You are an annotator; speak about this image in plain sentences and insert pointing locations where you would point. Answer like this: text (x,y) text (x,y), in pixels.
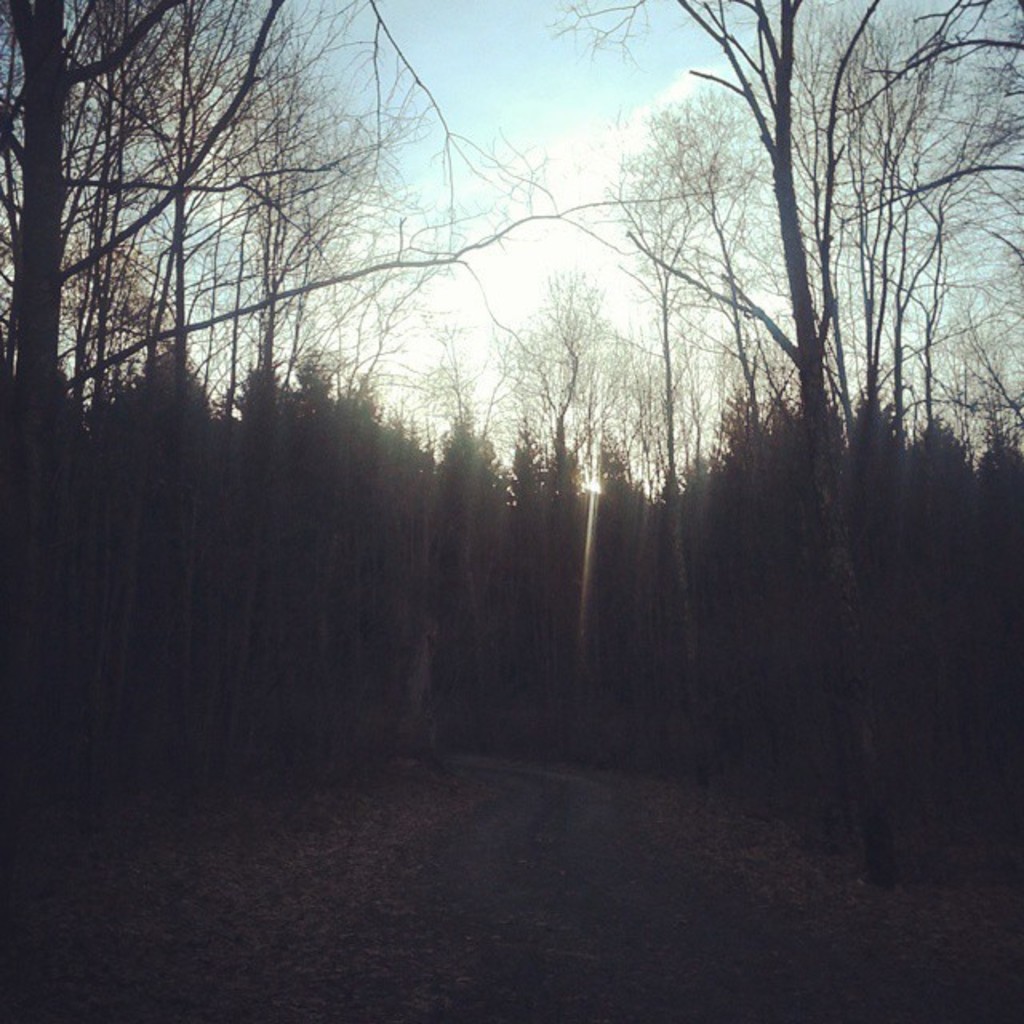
In this image I see number of trees (524,522) and I see the sky (910,86) which is of white and blue in color and I see that it is a bit dark over here.
